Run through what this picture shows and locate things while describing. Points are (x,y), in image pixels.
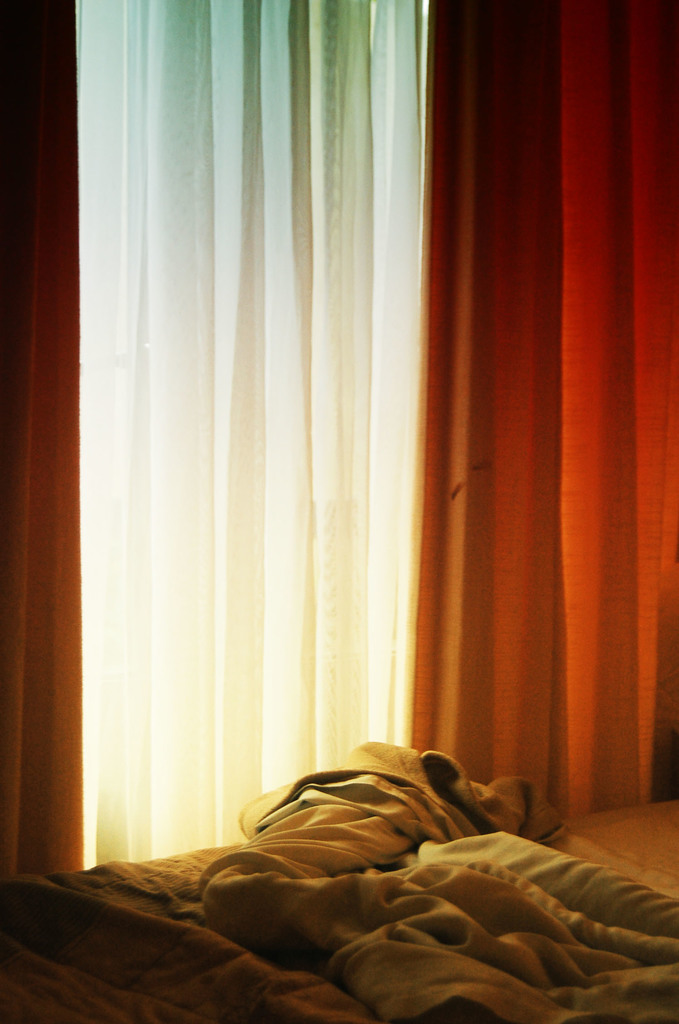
In this picture I can see couple of bed sheets (382,887) on the bed (290,842) and I can see couple of curtains (293,379).
